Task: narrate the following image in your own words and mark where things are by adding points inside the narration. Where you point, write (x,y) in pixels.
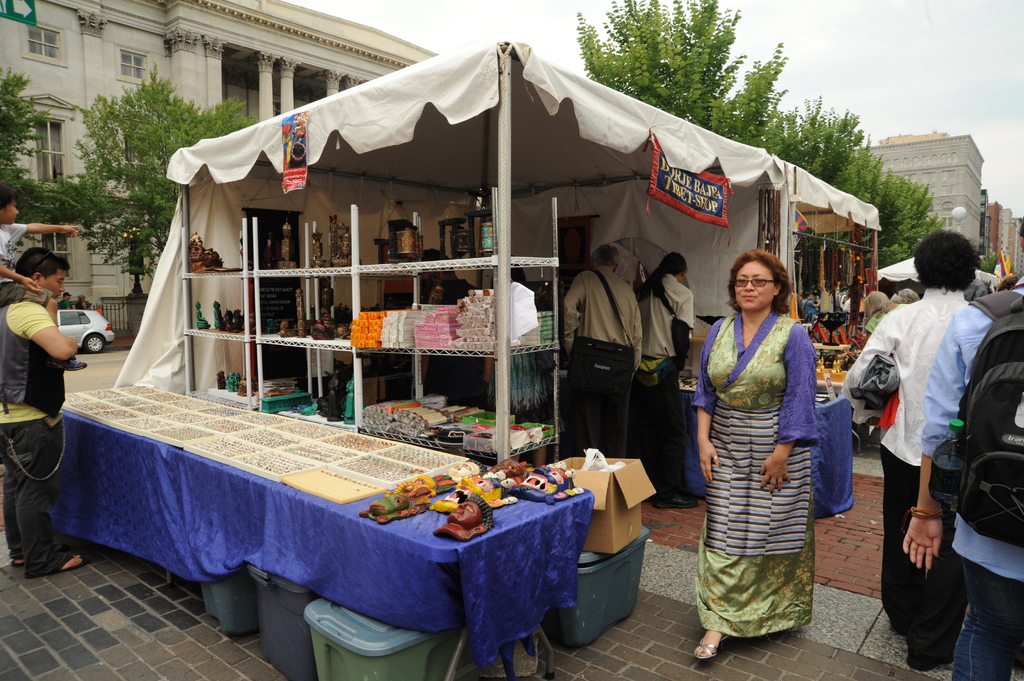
At the top (946,32) we can see sky (841,41). This is a building (320,72). Behind a stall (707,264). In a stall (694,289) we can see racks (258,275), where few things (471,419) are arranged in sequence manner. Here we can see dolls (425,495), things (172,406) and sculptures (464,531) on the tables (488,548). Under the table (514,548) we can see storage bins (611,556). We can see few persons (907,378) walking and standing near to the stalls (214,358). This is a car (97,333).
